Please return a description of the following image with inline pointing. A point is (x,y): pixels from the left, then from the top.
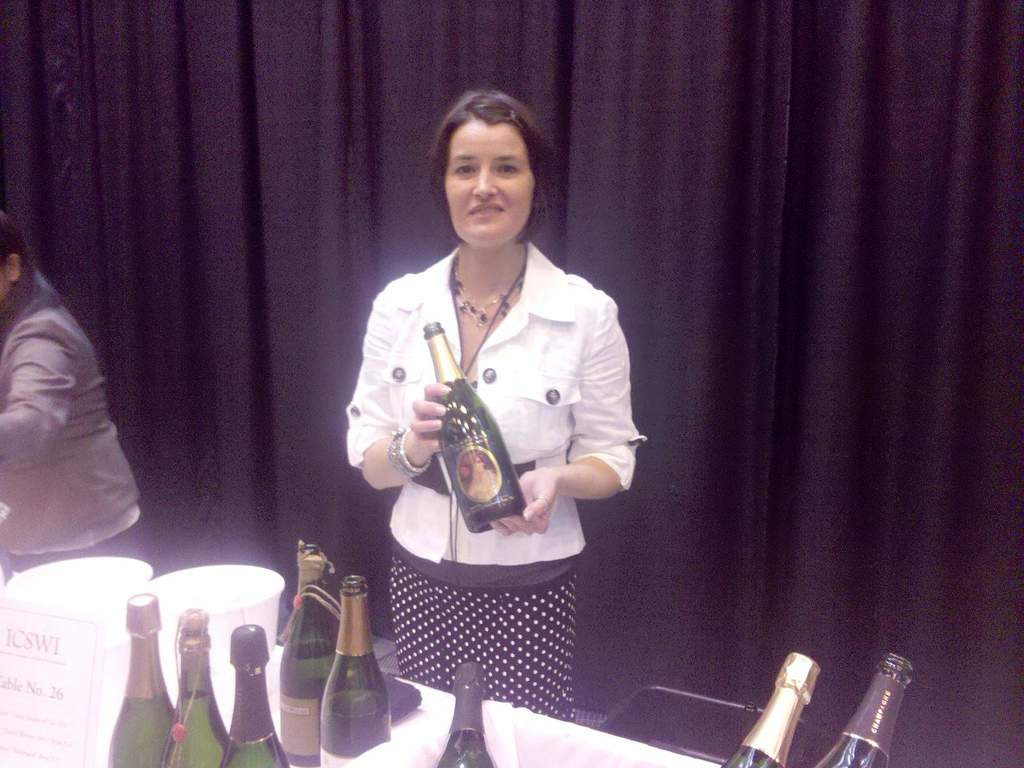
In this picture there is a lady (612,375) who is standing at the center of the image (455,313), by holding a green color bottle (472,503) in her hands (420,407), there are some other bottles (356,628) which are placed on the table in a container (222,626) the color of the background (946,453) is black.
